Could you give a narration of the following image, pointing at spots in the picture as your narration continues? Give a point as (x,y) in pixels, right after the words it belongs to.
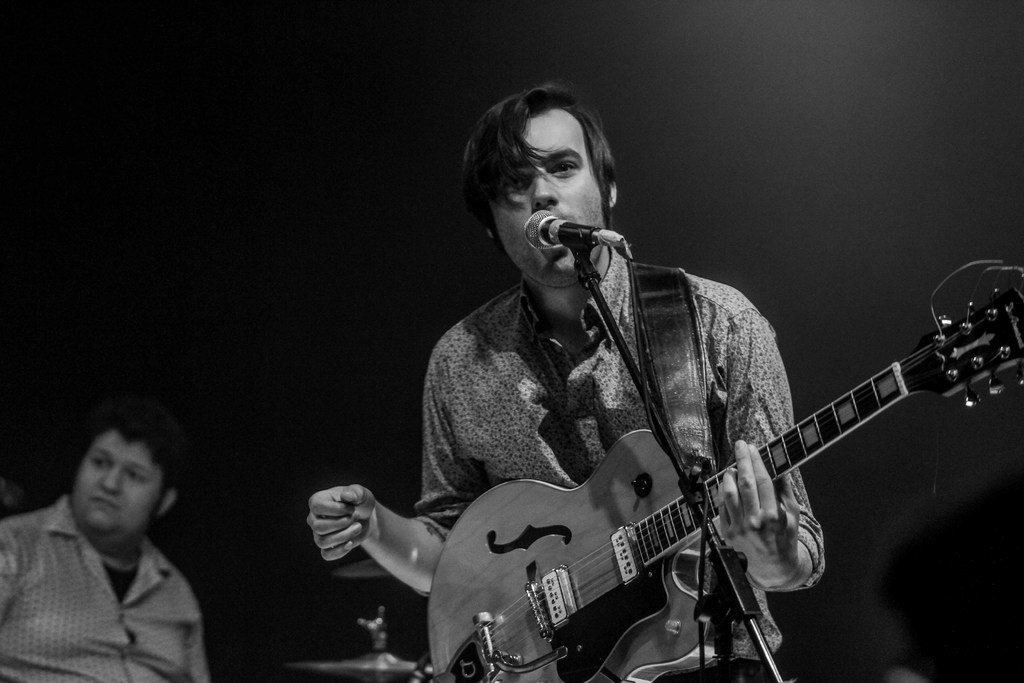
A man (530,112) is singing with a mic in front of him while playing guitar (809,428). There is a man (69,562) behind him playing drums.
